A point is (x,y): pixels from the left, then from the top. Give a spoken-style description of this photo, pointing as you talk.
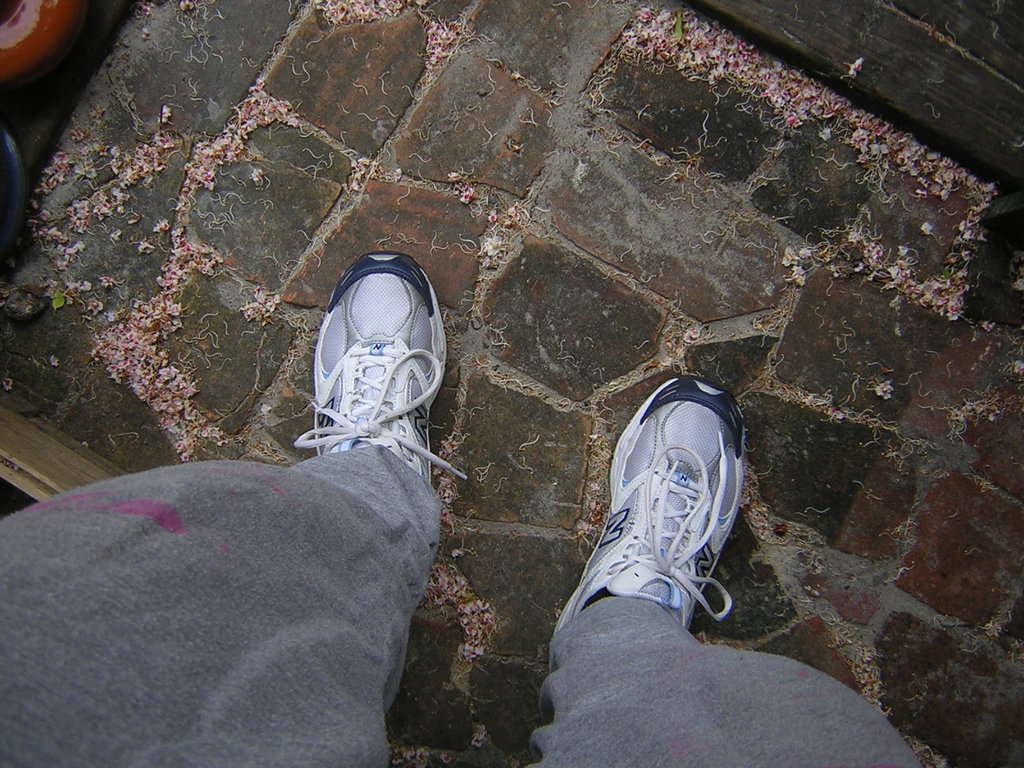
In this image we can see the legs (249,663) of a person (399,565) wearing the shoes (677,502). Here we can see the pant (587,710). Here we can see the wooden block (925,139) on the top right side (930,66).
